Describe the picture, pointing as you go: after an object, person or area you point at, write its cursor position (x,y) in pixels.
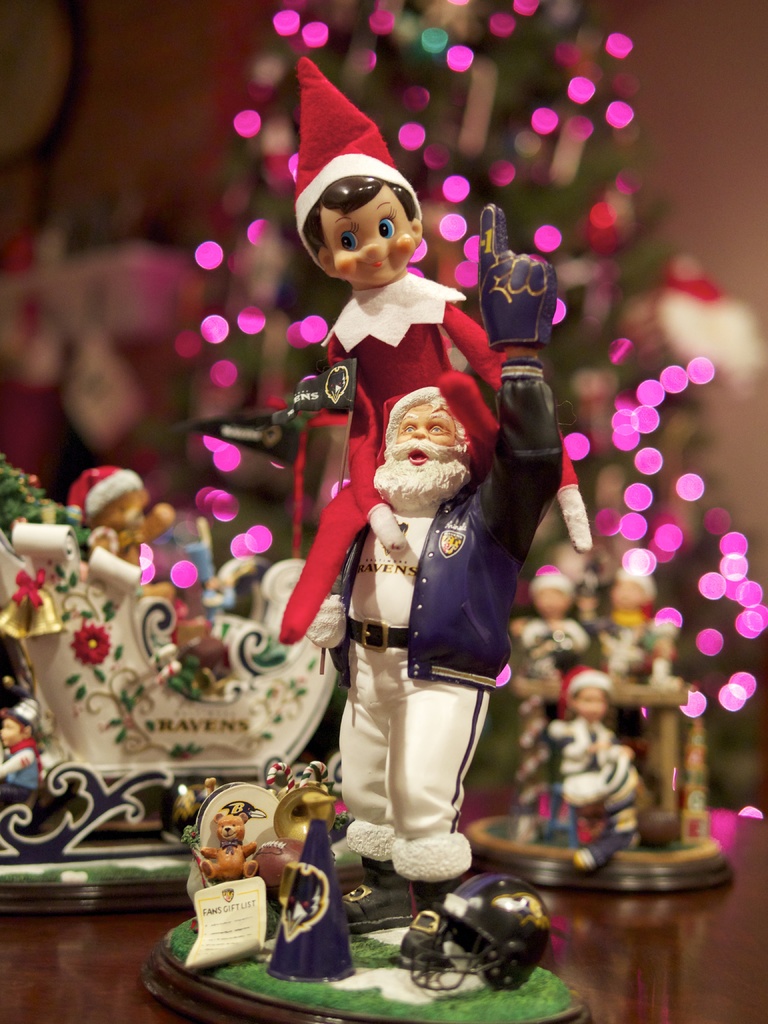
In the foreground of the image (346,627) there are toys (291,604). In the background of the image (688,606) there is a Christmas tree (688,606) with lights (542,243).
